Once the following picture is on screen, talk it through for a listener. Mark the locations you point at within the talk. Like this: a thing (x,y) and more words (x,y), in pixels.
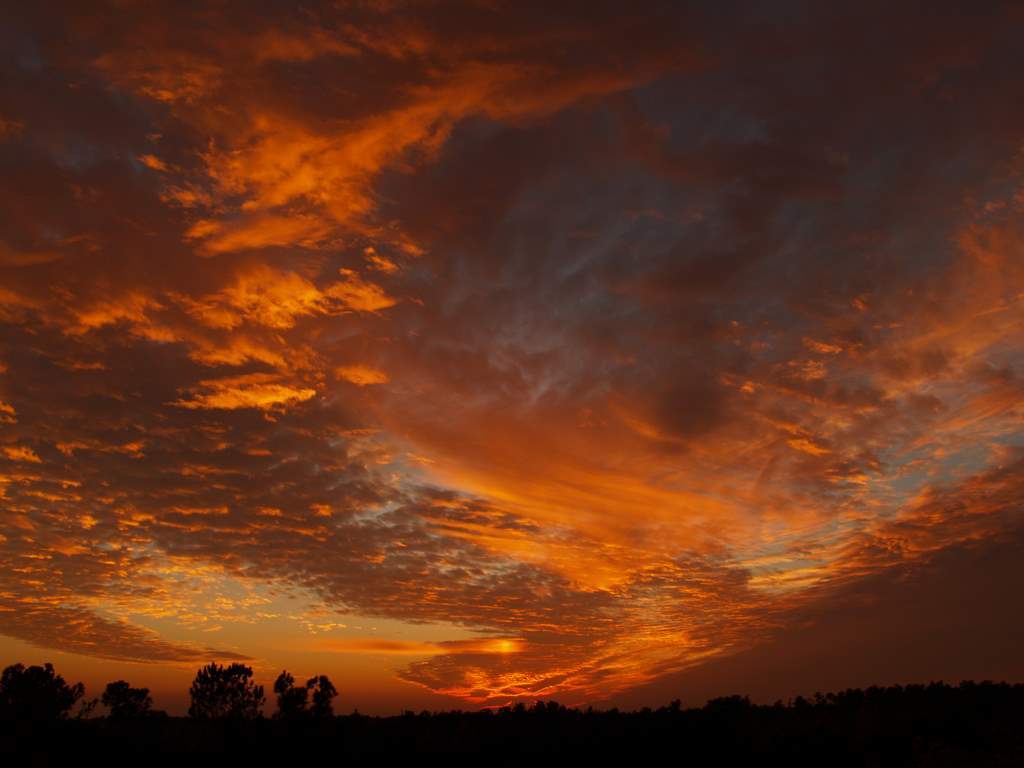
In this image, we can see a cloudy sky (496,300). At the bottom of the image (784,717), we can see so many trees (370,723).
